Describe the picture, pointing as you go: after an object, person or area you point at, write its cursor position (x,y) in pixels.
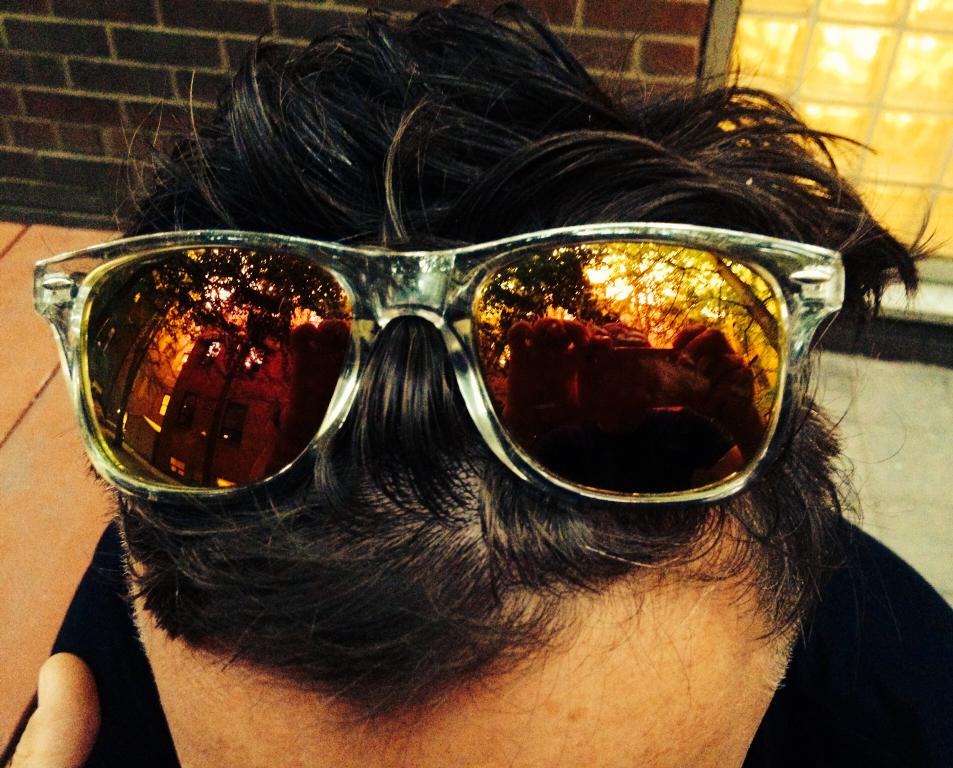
In the image there are goggles (323,275) on the hair (495,52) of a person (458,34) and behind the person (279,61) there is a brick wall (88,7) and a window (754,51).
